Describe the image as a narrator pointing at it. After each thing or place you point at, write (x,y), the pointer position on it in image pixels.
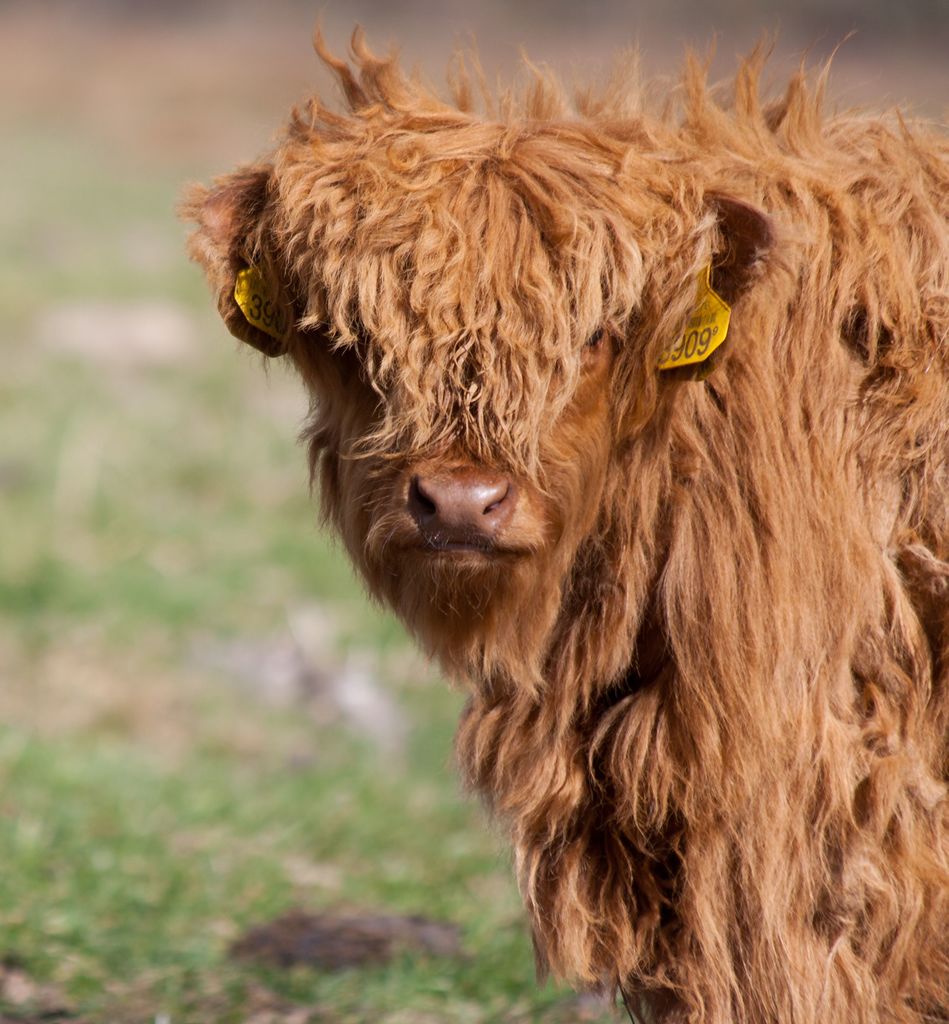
On the right side of the image (680,344) we can see an animal (477,601), in the background (334,698) we can find grass (153,783).
